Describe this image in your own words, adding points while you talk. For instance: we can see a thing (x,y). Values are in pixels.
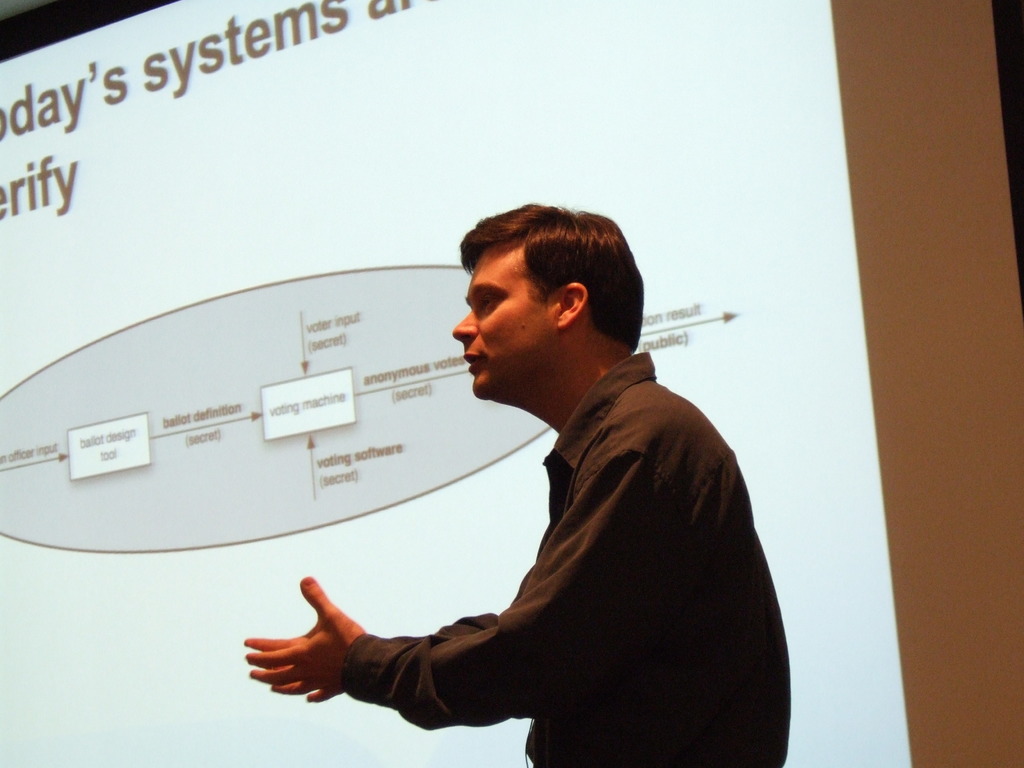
In the given picture, we can see the projector screen (437,41) and the person (645,735) standing.
